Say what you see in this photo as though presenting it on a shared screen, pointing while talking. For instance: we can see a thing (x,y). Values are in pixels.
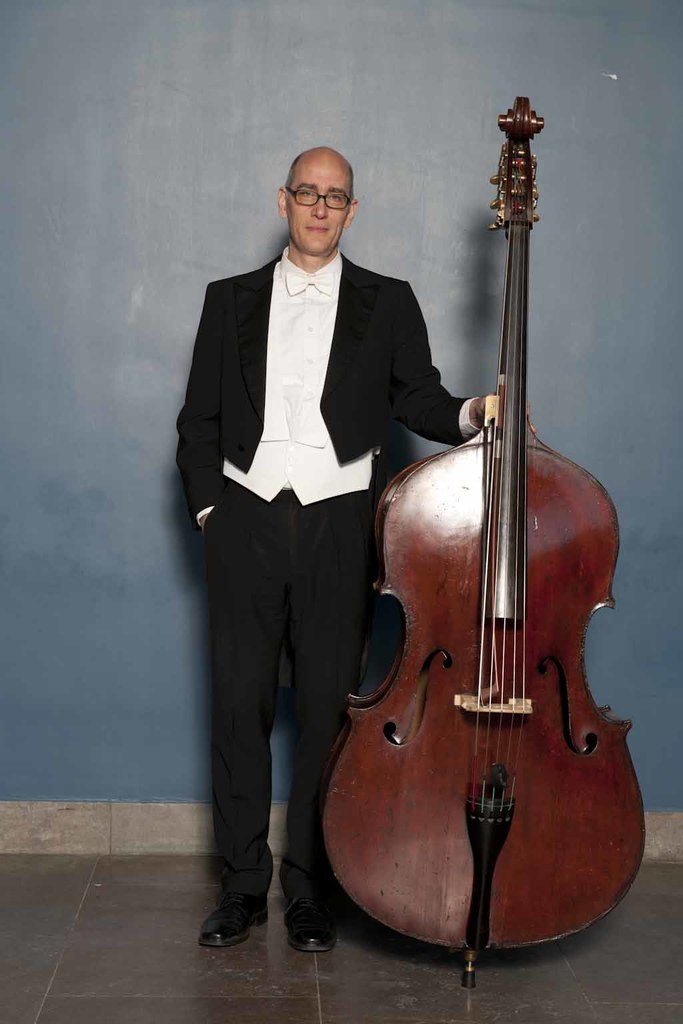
A man (325,161) is standing beside double bass (412,521), placing a hand (476,426) on it.
